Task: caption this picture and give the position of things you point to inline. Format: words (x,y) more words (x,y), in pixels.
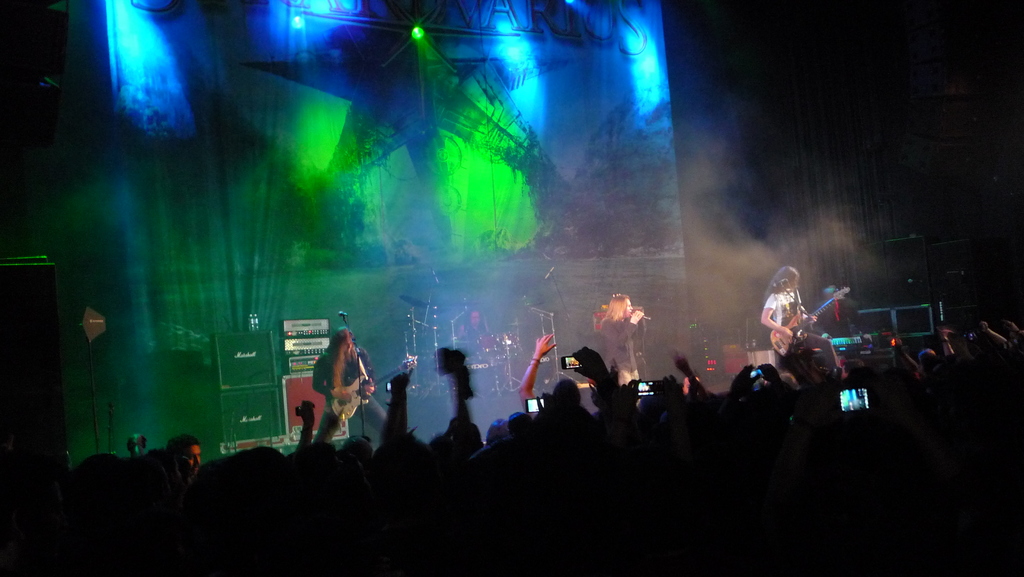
This image is taken in a concert. In this image the background is dark and there is a banner (444,203) with an image of a star (423,148) and there is text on it. There are a few lights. At the bottom of the image (155,509) there are many people (746,448) and a few are holding mobile phones (859,394) in their hands (401,389). In the middle of the image (478,340) four people (621,334) are performing on the stage (420,409) and there are few musical instruments (776,347) and mics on the dais (488,382) and there are a few speaker boxes (263,379).
